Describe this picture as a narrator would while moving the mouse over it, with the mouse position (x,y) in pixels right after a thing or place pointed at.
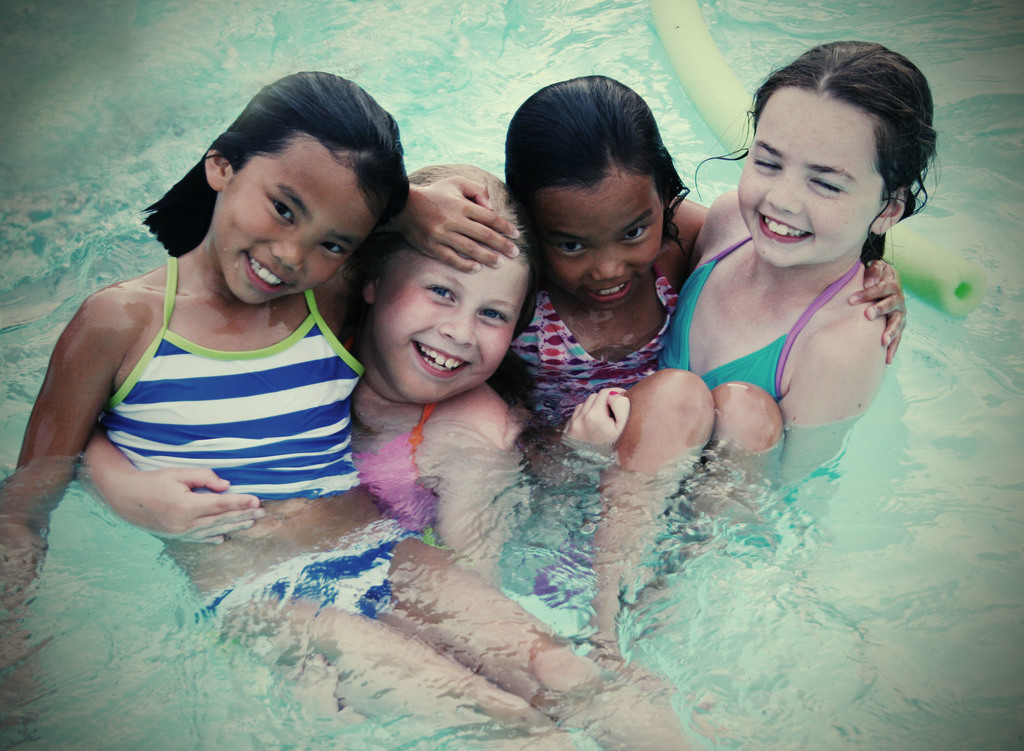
In this picture I can see four girls (365,255) smiling in the water (959,337), and there is an object (963,310) on the water (967,323).
